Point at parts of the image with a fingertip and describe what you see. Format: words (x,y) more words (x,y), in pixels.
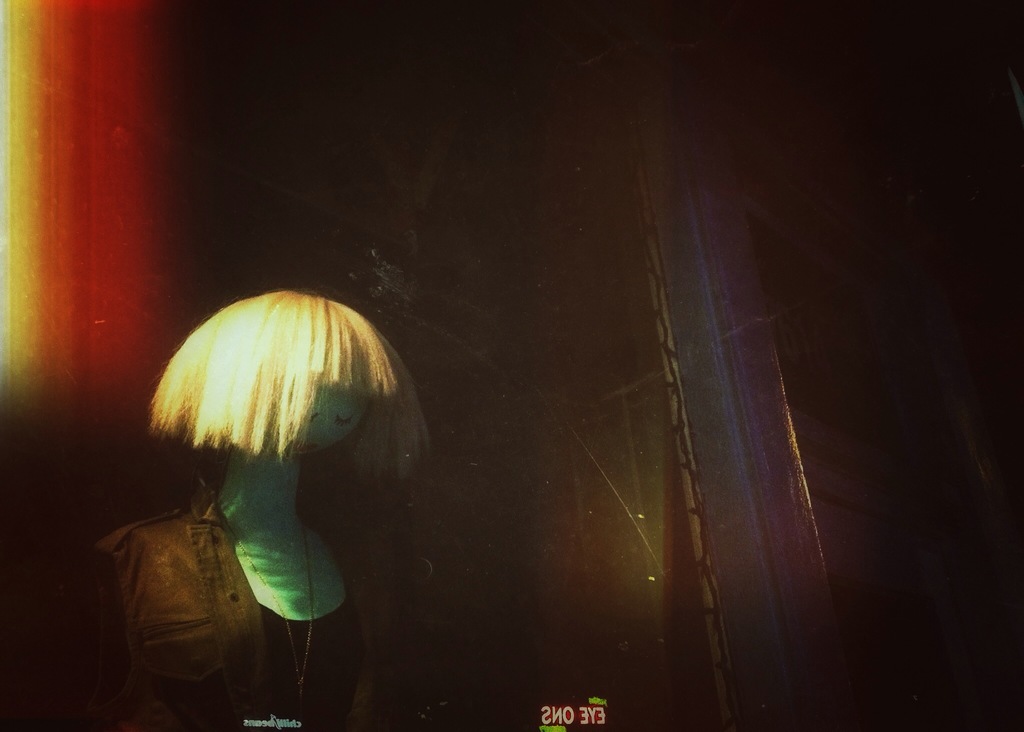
In this image I can see the mannequin (244,514) with the dress (204,632). I can see the dress (228,665) is in brown and black color. And there is a dark background (436,6).
